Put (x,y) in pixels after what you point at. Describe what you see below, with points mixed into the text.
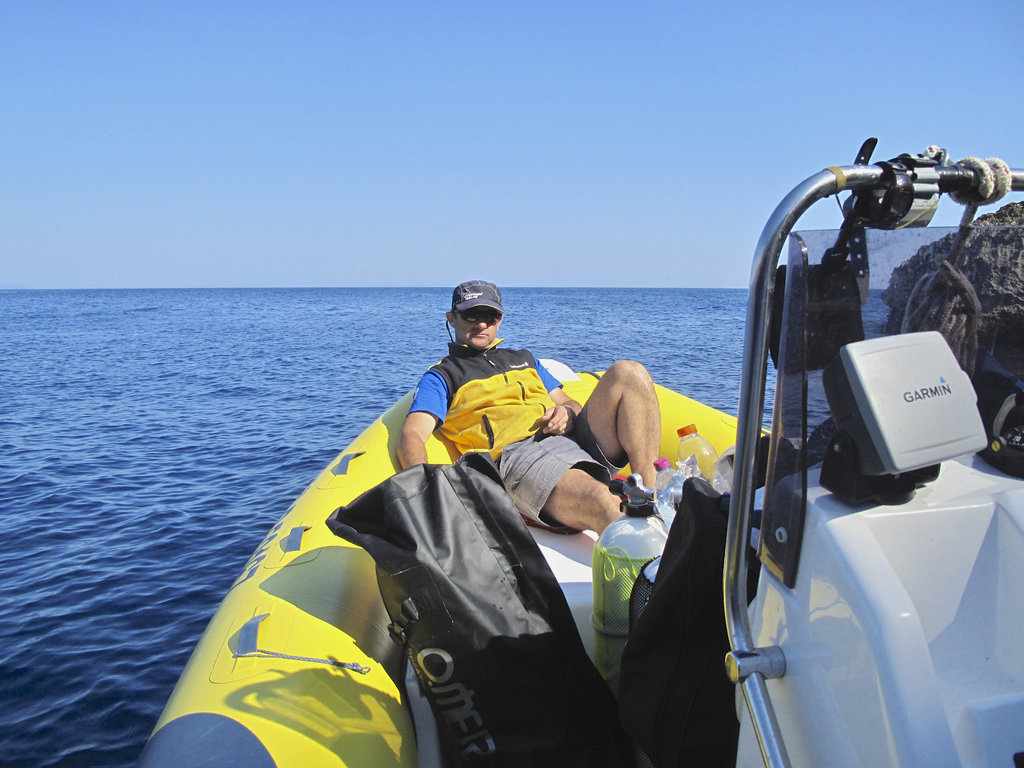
In this image I can see a person (425,381) sitting on boat (384,441). It is in yellow and blue color. I can see a black bag (544,690), bottles (693,455) and few objects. I can see water (680,321) and mountain (978,263). The sky (613,96) is in white and blue color.
